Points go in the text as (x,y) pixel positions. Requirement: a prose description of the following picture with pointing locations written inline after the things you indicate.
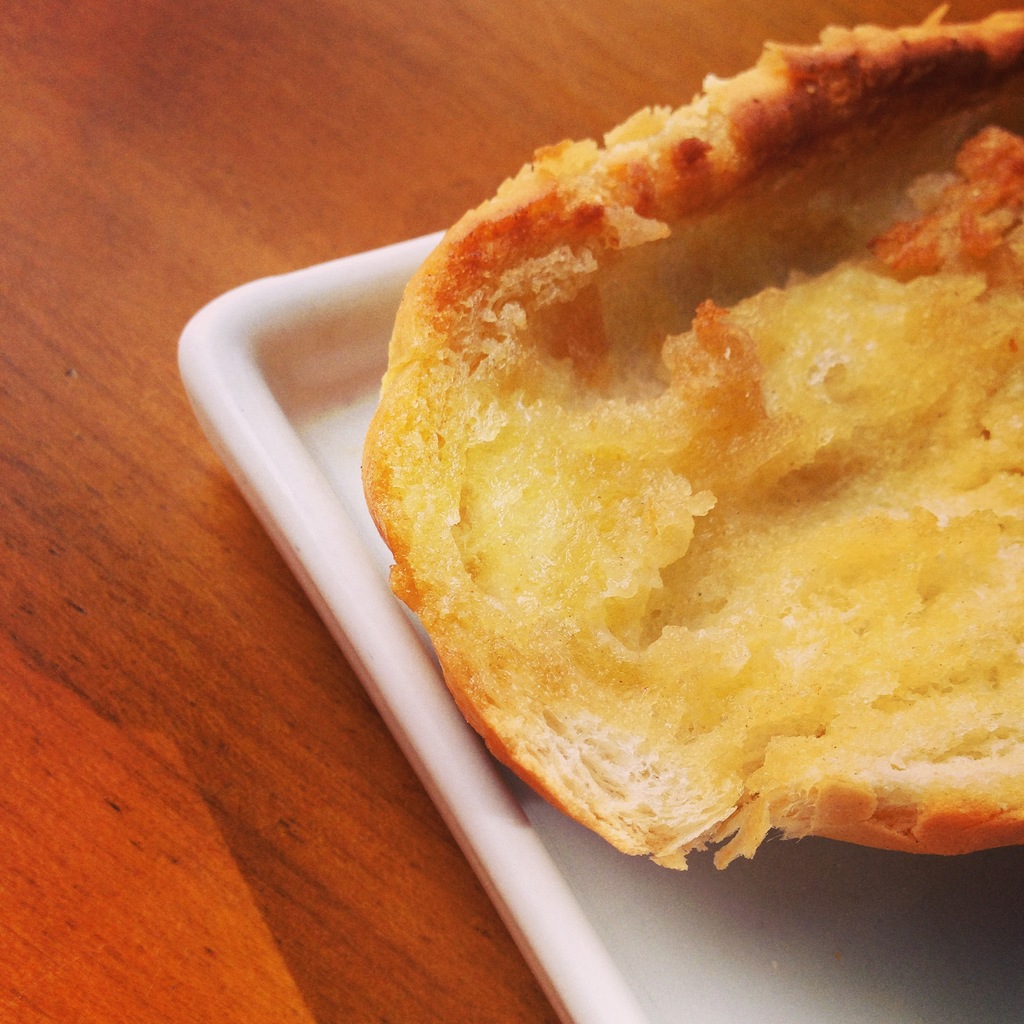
In this image I can see food (630,319) on a food plate (307,463) on a table (118,773).
